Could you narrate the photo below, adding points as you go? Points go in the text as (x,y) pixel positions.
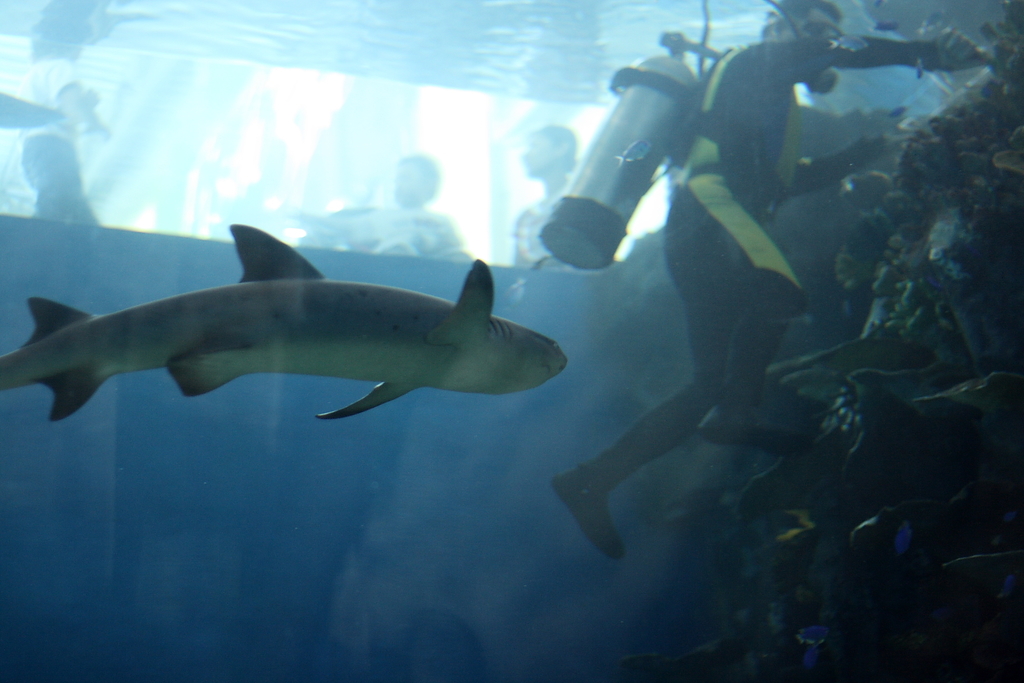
In the image there is a shark (372,350) in the water (494,267) and a person (692,244) swimming in the back (725,107) in scuba diving dress (725,119) and cylinder (649,125) and over the top there are few persons (402,202) visible.
